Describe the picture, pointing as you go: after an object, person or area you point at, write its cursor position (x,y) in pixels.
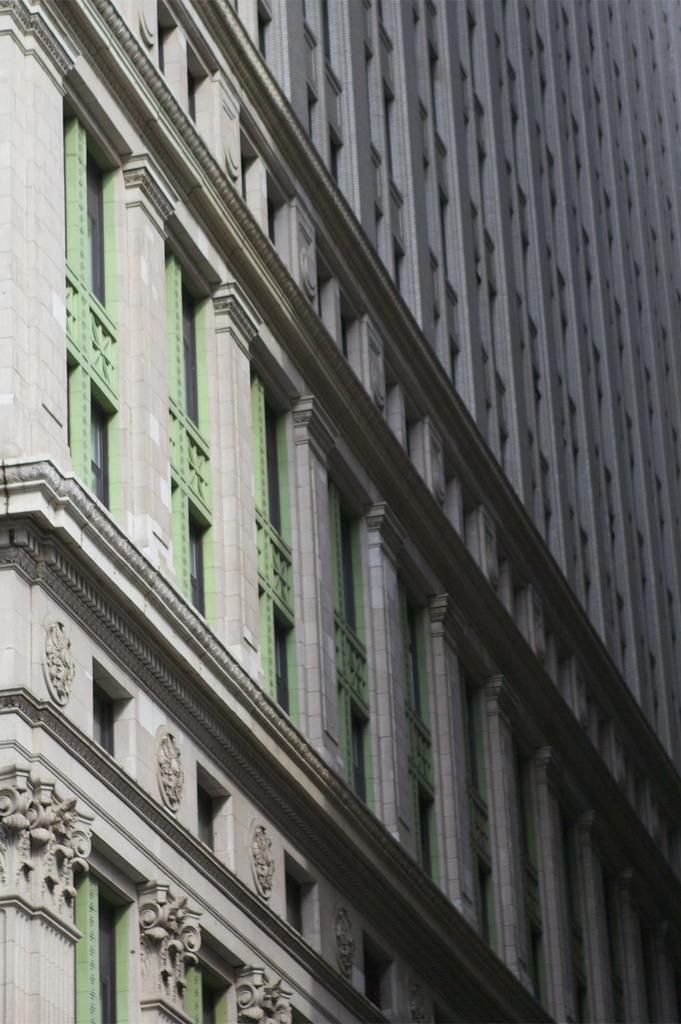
In this picture I can see there is a building (362,439) and it has few windows (119,958) and there is some sculpture (58,802) on it.
